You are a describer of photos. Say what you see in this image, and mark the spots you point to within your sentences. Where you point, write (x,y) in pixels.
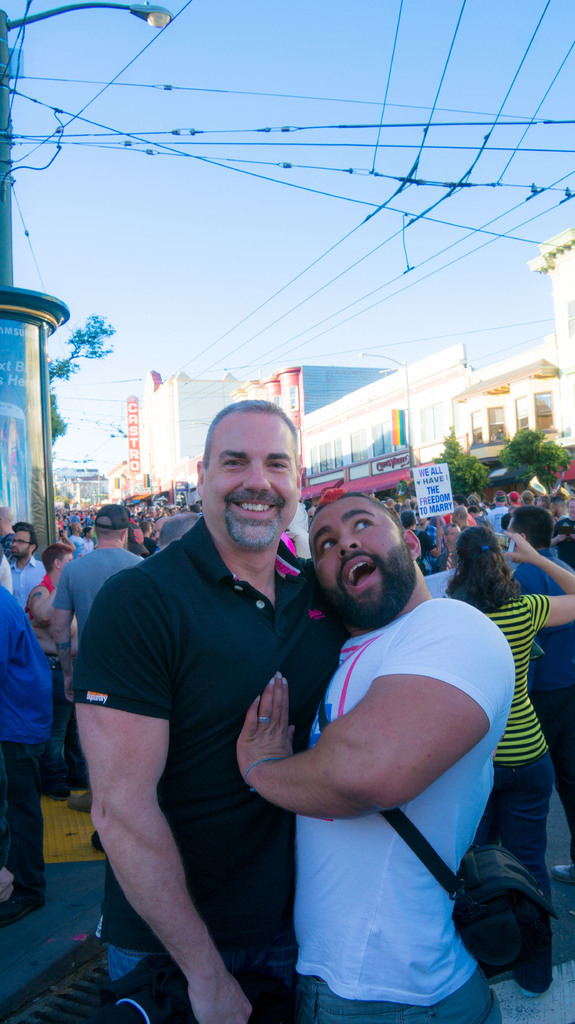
In the center of the image (288,643) two mans (289,761) are standing, right person (365,755) is wearing a bag (475,871) and left person (213,787) is holding a cloth (152,964). In the background of the image (474,544) a group of people (452,536) are there and we can see buildings (478,411), trees (453,464), boards (448,485), electric light pole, wires (17,138) are there. At the top of the image (288,38) sky (180,54) is there. At the bottom of the image (57,942) road (85,943) is there.
